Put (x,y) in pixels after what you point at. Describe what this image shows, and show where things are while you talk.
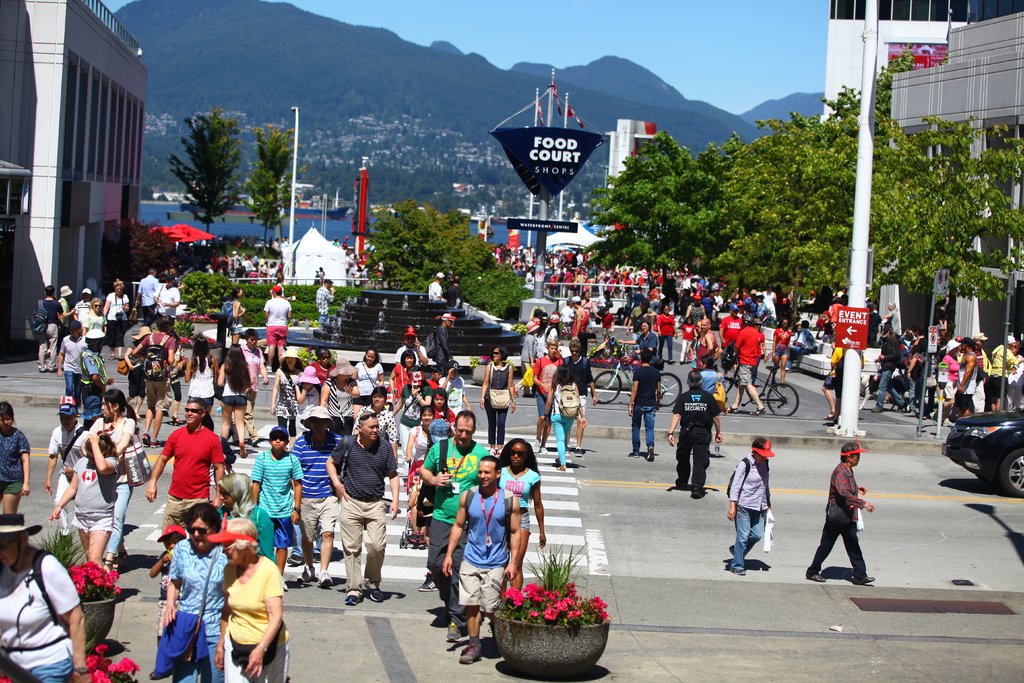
In the picture I can see many people (17,594) walking on the road (808,509), we can see flower pots (561,599), we can see some people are riding the bicycles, we can see vehicles (1002,417) moving on the road (646,527), we can see fountains (403,305), trees (888,280), boards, poles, buildings (134,192), ships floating on the water (168,226), we can see the hills (653,112) and the sky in the background (475,104).
